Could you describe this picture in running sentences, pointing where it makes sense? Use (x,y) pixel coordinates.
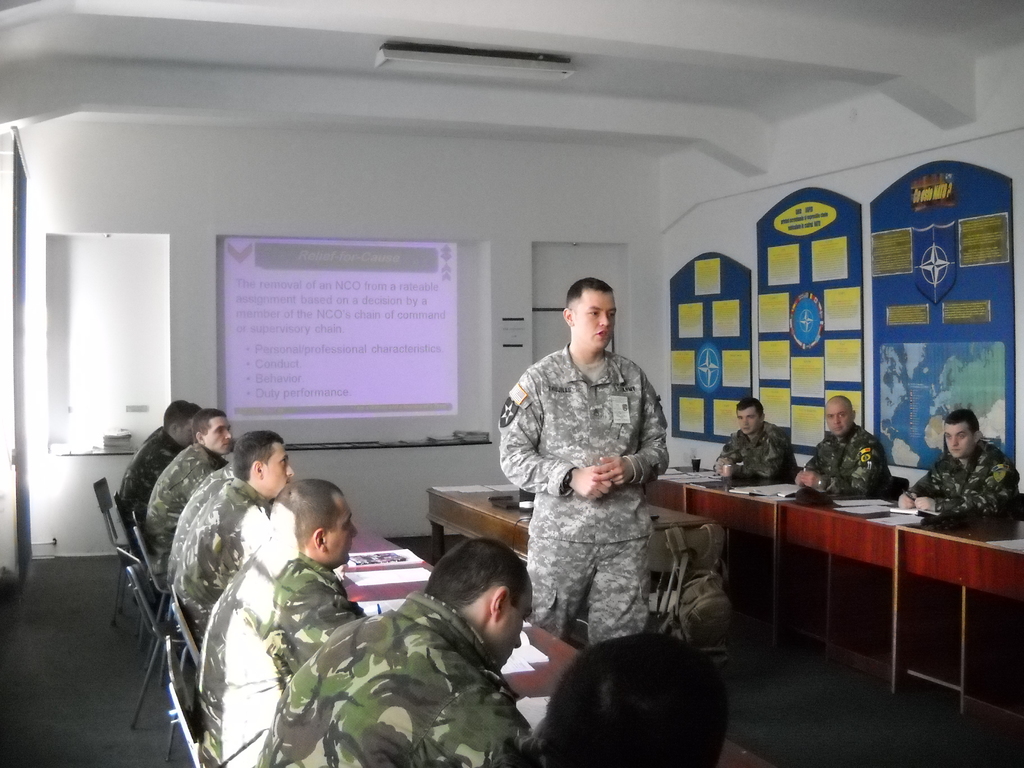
This is an inside view of a room (24,148). Here I can see few men (380,720) wearing uniforms (282,628) and sitting on the chairs (129,552) in front of the tables (388,547). On the tables (373,541), I can see few papers (888,522). In the middle of these tables (909,577) there is a man (609,486) speaking by walking on the floor (798,707). At the back of this man (569,523) there is another table (507,524) on which few objects (518,498) are placed. In the background (344,282) there is a screen (292,305) and I can see few posters (852,335) are attached to the wall (660,220).
